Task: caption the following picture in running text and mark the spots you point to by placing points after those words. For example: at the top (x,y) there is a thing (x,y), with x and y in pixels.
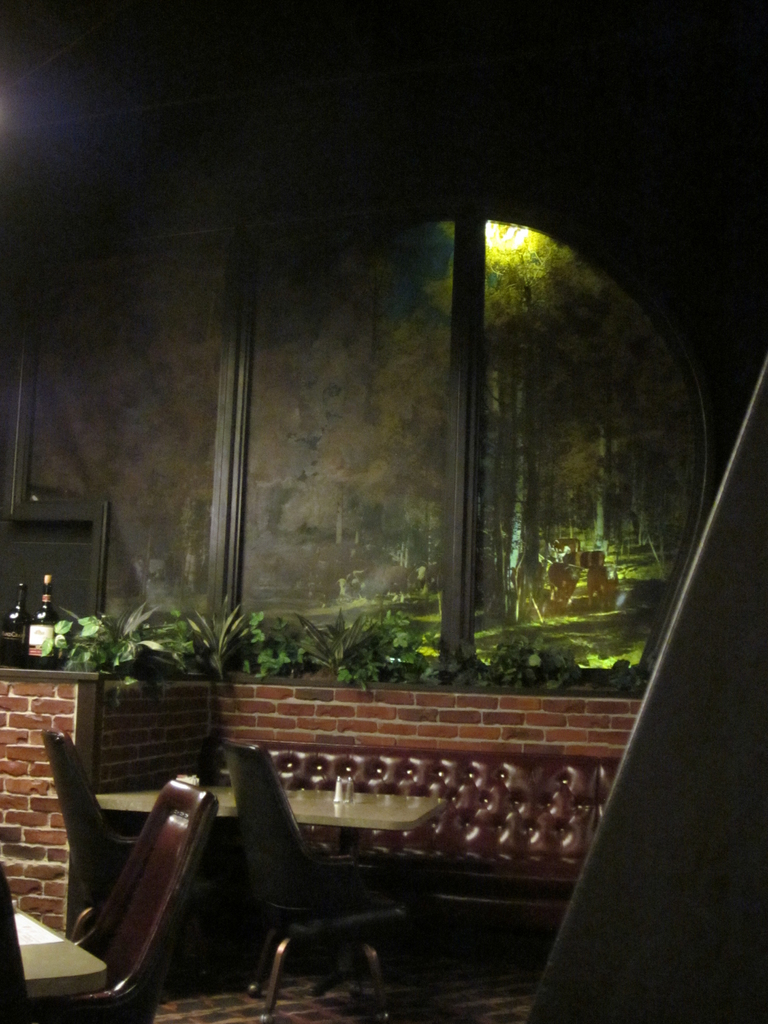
In this image we can see mirror (159,472), beverage bottles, chairs (350,869), tables (317,794), sofa set (444,810), plants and floor (517,996).
